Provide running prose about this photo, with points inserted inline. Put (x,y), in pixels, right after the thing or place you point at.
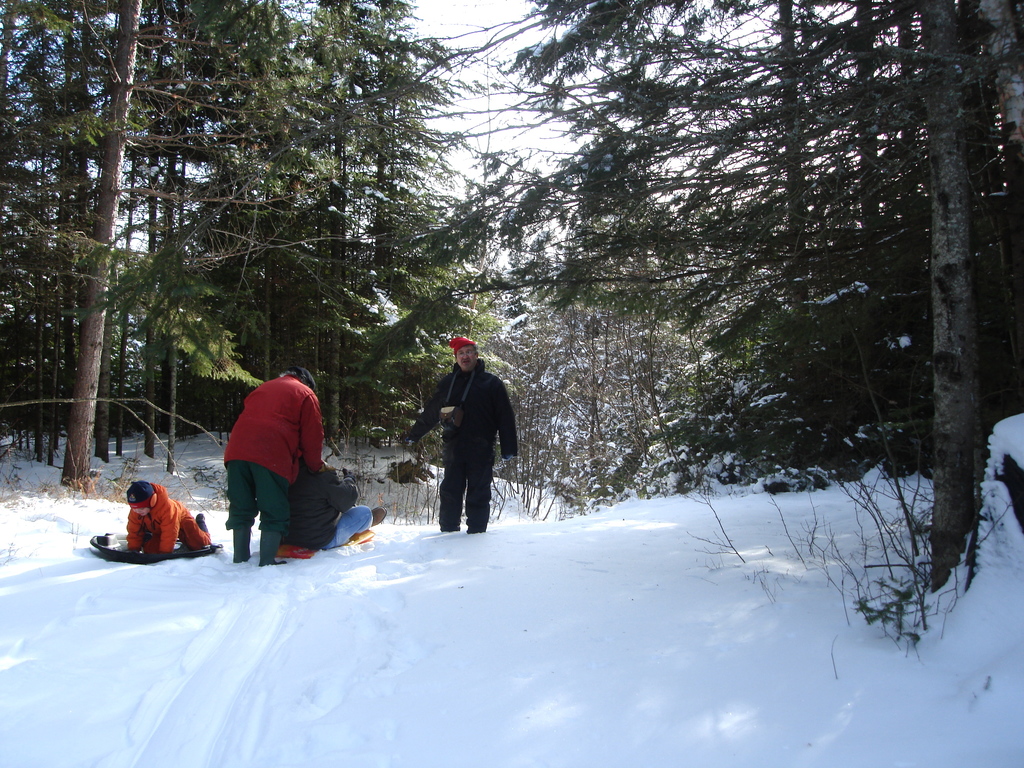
On the left side (159,514), there are three persons (433,413) and a child (167,504). One of them is sitting on an object (356,537), which is on a snow surface (319,564). On the right side (894,161), there is a tree (888,176). In the background (883,194), there are trees (561,216) and there are clouds (470,45) in the sky (455,46).
